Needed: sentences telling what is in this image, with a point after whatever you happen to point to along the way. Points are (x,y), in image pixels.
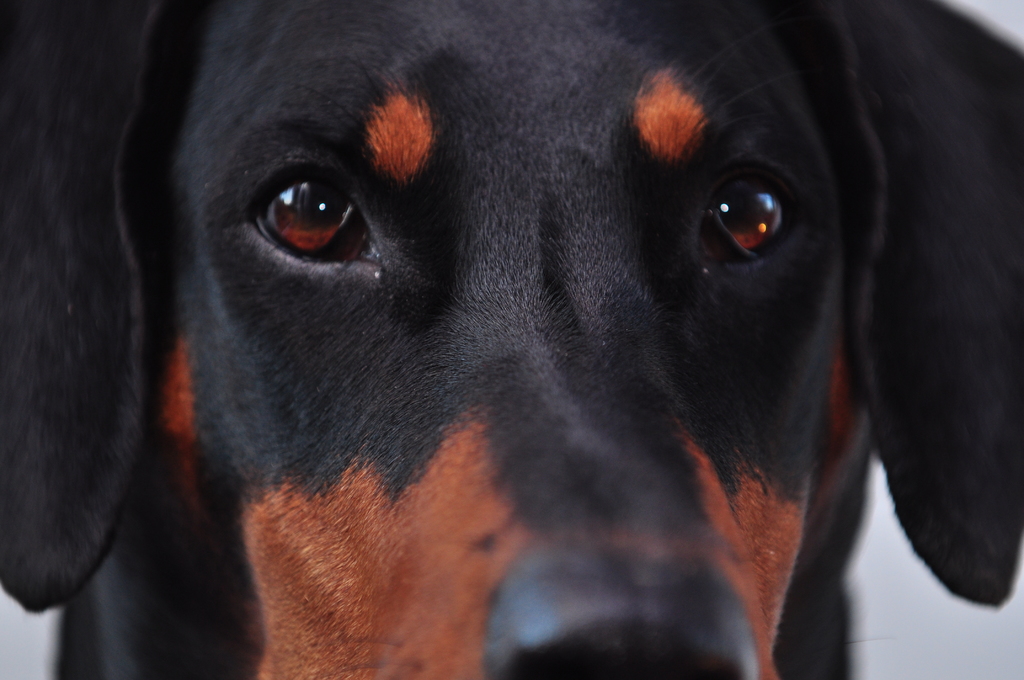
In the given picture, I can see a dog (777,258) with opened eyes (325,234).
